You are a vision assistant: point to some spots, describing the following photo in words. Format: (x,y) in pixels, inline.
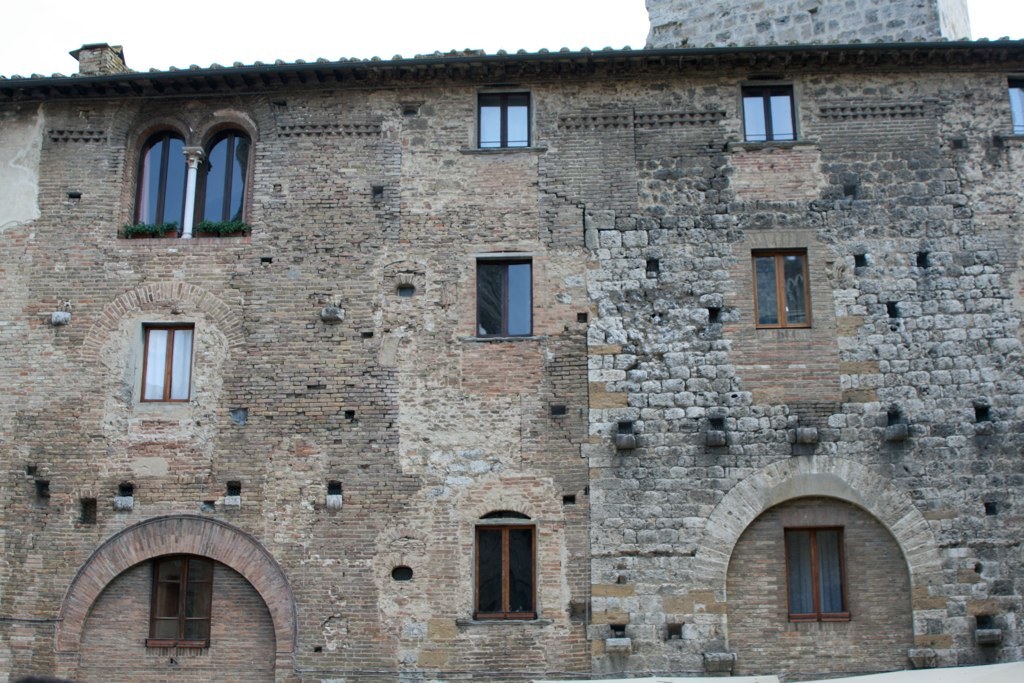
In this image, we can see a building (906,380) with some windows (531,329). We can also see the sky (322,30) and some object (911,17) at the top (456,29).
